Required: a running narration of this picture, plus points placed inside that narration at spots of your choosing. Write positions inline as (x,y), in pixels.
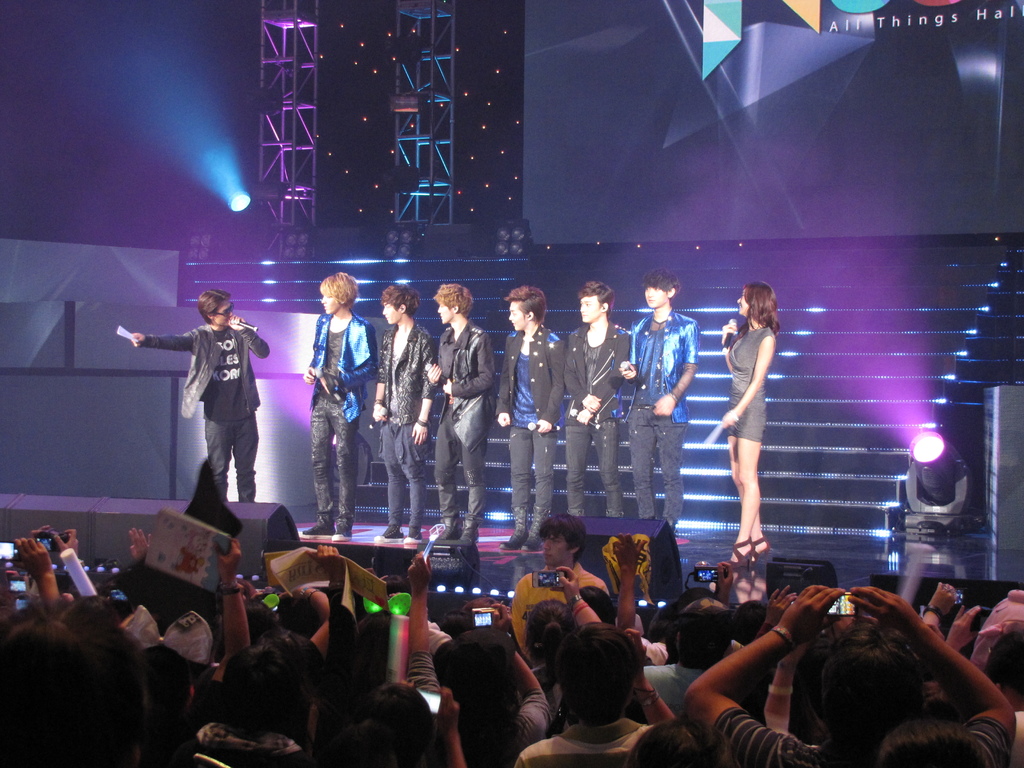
This picture describes about group of people (337,435), few people (528,586) holding cameras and few people (580,352) holding microphones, in front of them we can see few lights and metal rods (291,114), in the top right hand corner (909,15) we can see some text (924,27).
